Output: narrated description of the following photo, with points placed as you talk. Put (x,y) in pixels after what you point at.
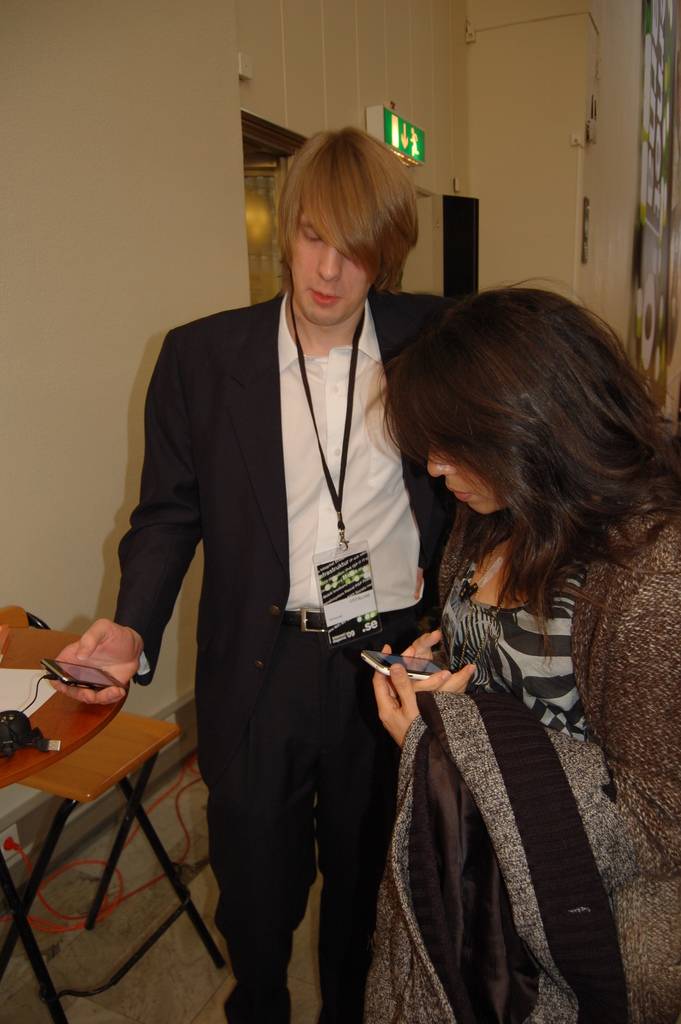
2 people (386,740) are standing. the person (315,736) at the left (118,670) is wearing black suit (283,684), holding a phone (89,673) in his hand (110,662). behind them there is wall (123,322).
